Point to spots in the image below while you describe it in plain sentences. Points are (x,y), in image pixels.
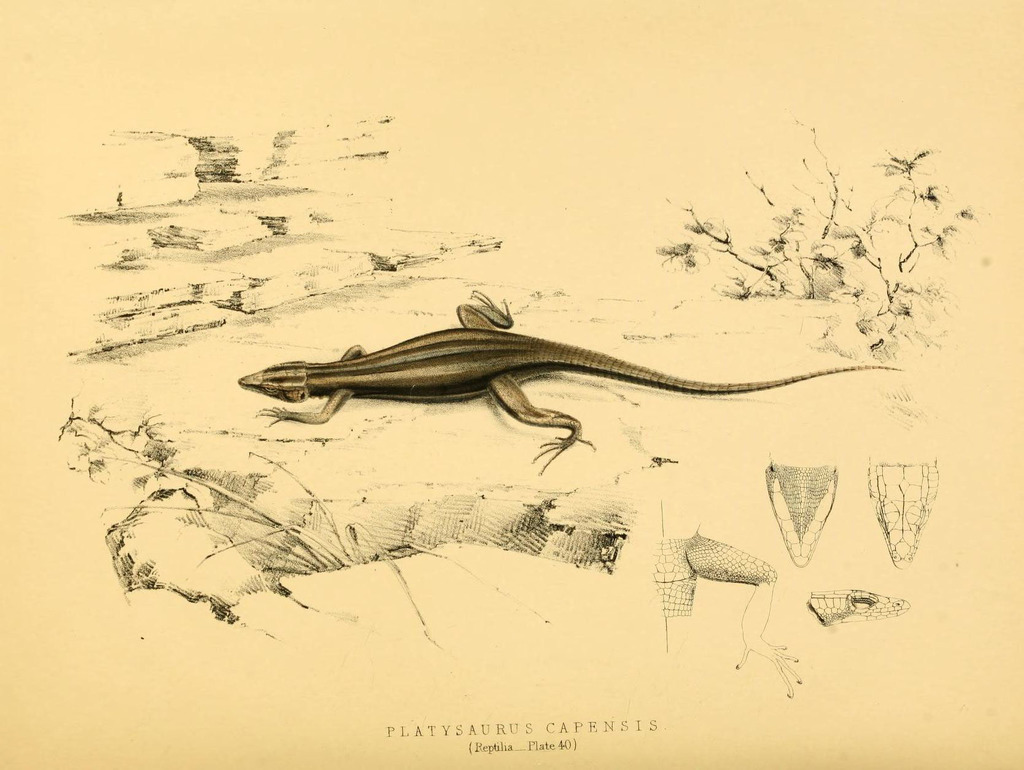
In this image we can see a poster (813,500), on the poster (836,554), we can see a reptile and some other objects (778,505), at the bottom of the poster (855,563), we can see some text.
